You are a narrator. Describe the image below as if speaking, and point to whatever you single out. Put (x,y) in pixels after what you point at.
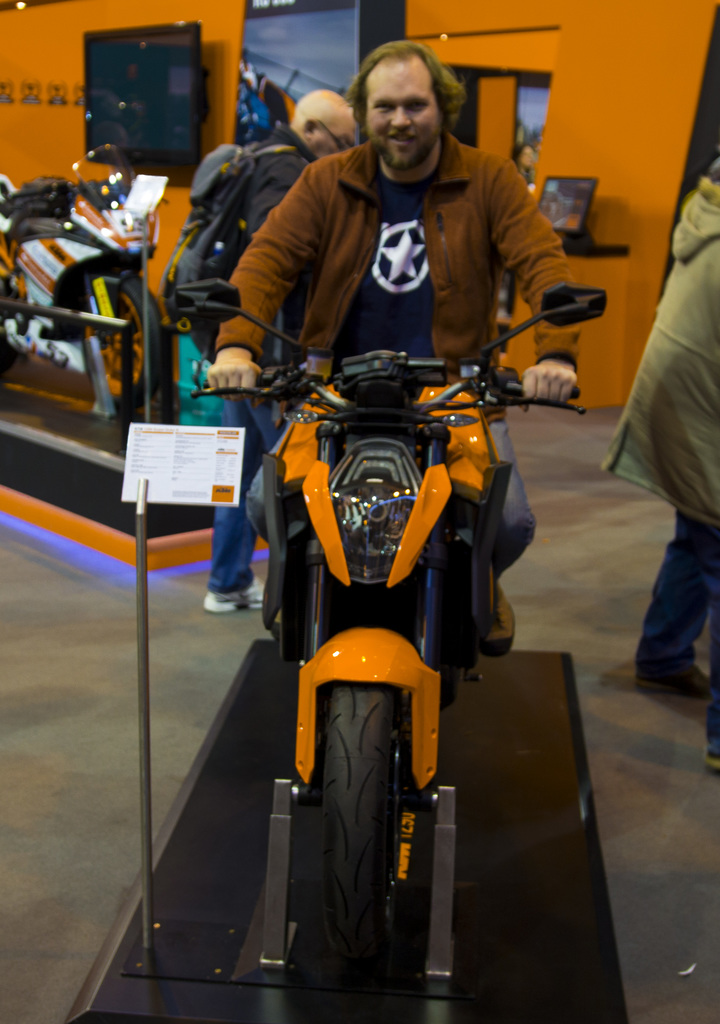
In this picture there is a man (340,354) who is sitting on a motor bicycle (398,503). There is another man (278,163) who is wearing backpack (196,263) is standing There is a laptop (574,195) and plasma TV (155,112).
